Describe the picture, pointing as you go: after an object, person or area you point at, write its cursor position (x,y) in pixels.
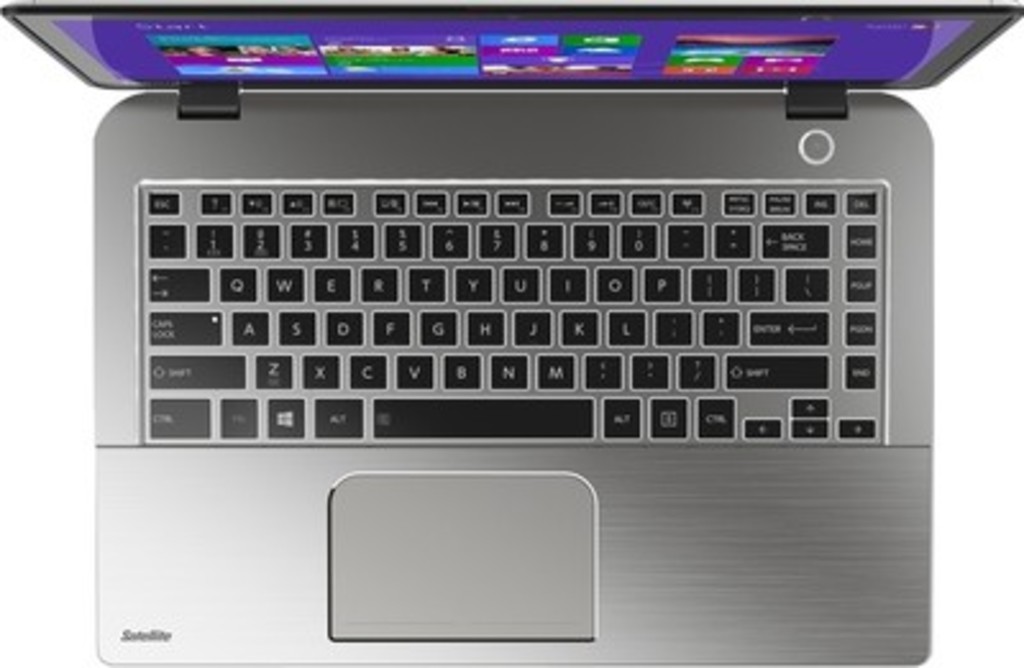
This image consist of a laptop (260,118). On the screen (426,42) I can see some colorful images (351,51) and the key buttons (345,328) are in black color.
